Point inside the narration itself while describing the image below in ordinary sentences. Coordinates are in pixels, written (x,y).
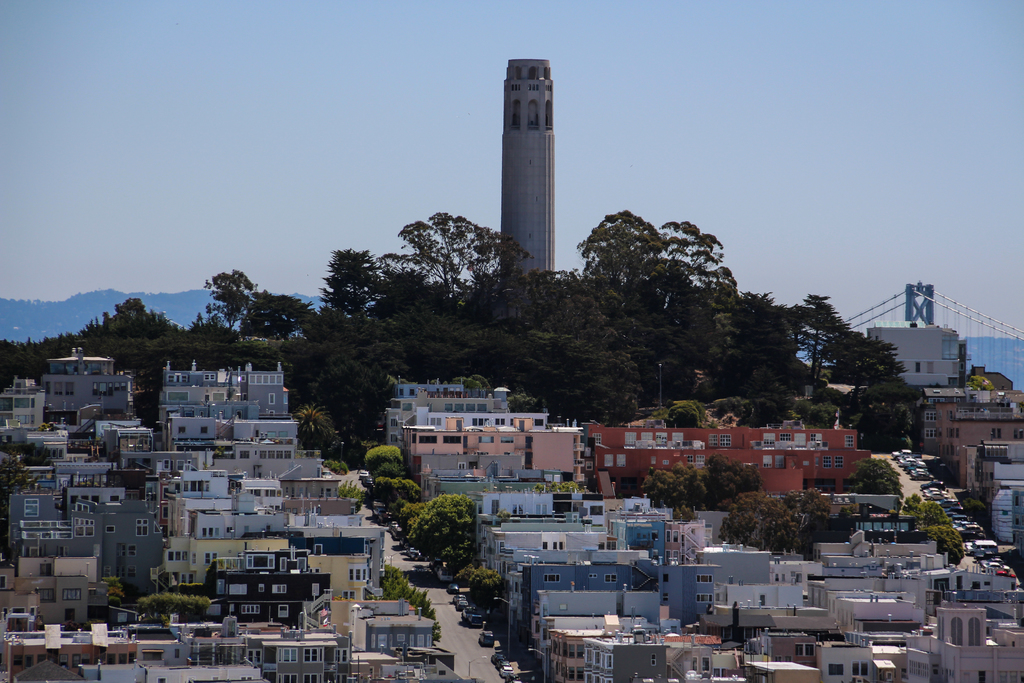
In this image we can see some building (263,433) and there is a road (458,621) with some vehicles (500,674) and we can see some street lights (545,681). We can also see some trees (433,613) and the sky (994,220). In the background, there is a tower (549,138).
